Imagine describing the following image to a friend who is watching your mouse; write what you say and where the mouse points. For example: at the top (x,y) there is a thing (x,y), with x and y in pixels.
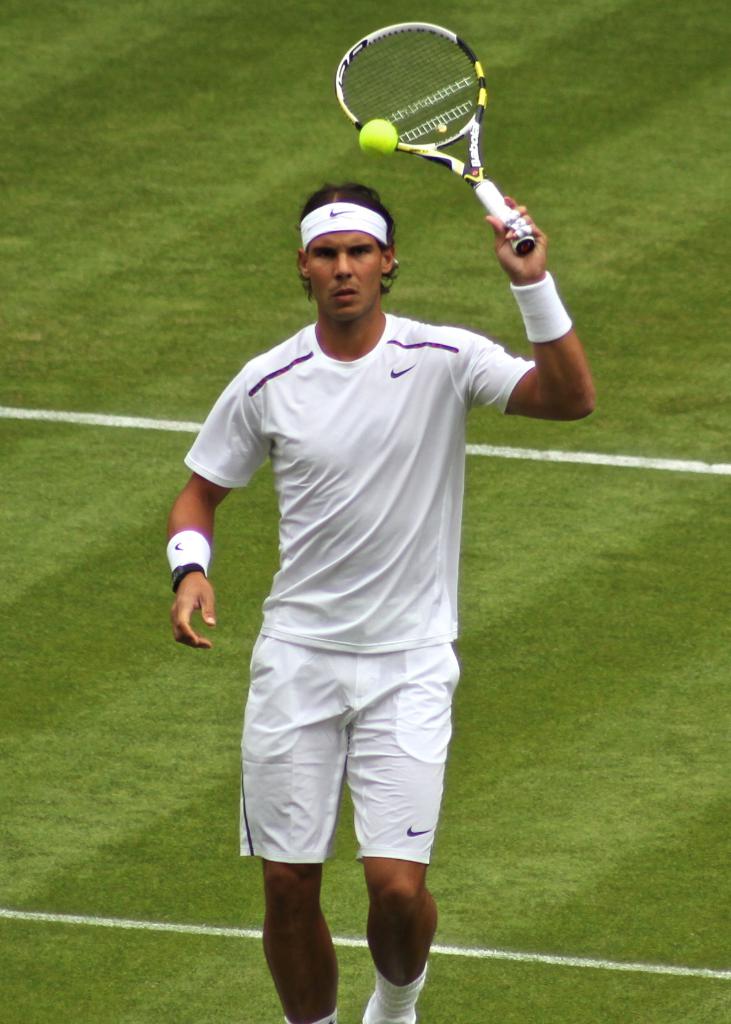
In the image we can see one man (310,560) standing and holding the racket (426,159). In the background (681,62) there is a grass (432,220).
